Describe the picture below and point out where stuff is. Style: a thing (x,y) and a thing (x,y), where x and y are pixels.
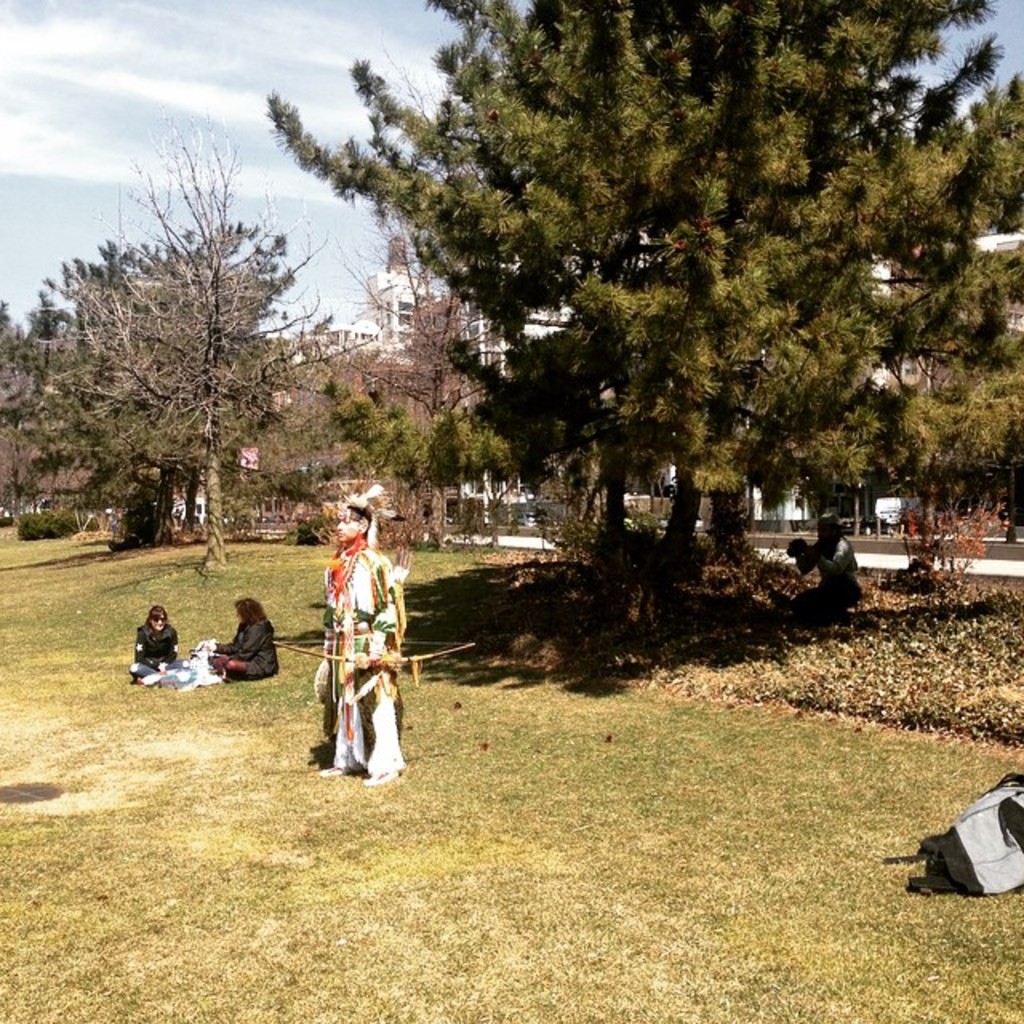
In this image, we can see people (152,614) are on the grass (407,858). Here we can see plants (970,650), trees (100,490), bag (974,851) and person (825,562). Background there are few buildings (1022,501), walkway (978,560) and sky (255,161).
